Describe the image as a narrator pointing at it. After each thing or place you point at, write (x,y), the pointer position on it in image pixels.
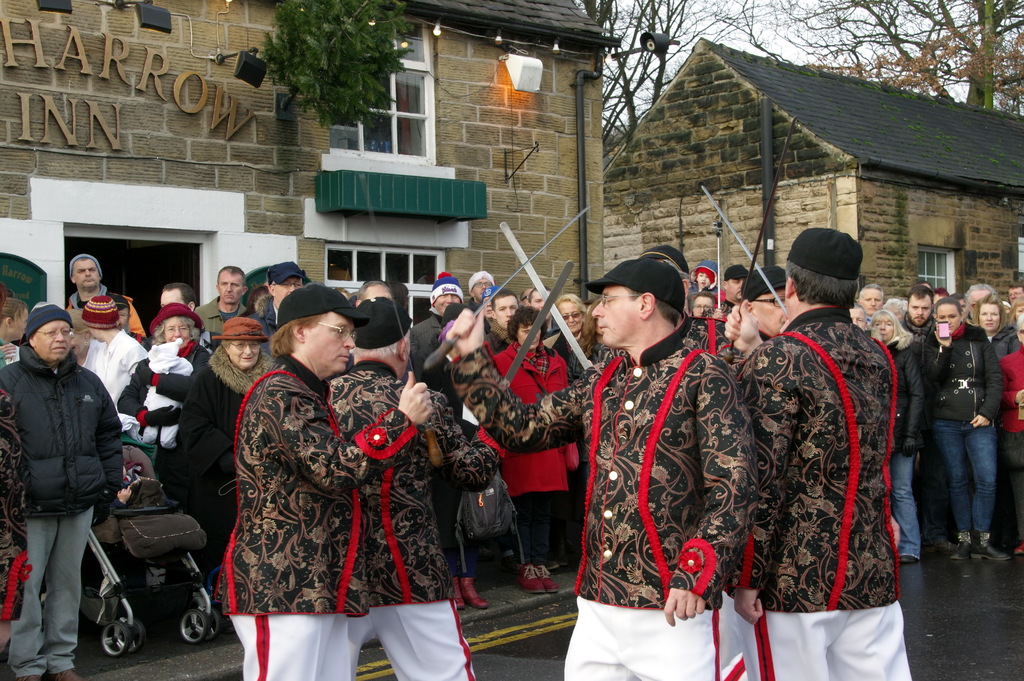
In this picture we can see buildings (293,221), in front (285,490) we can see so many people (346,398) among them we can see some are holding knife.
